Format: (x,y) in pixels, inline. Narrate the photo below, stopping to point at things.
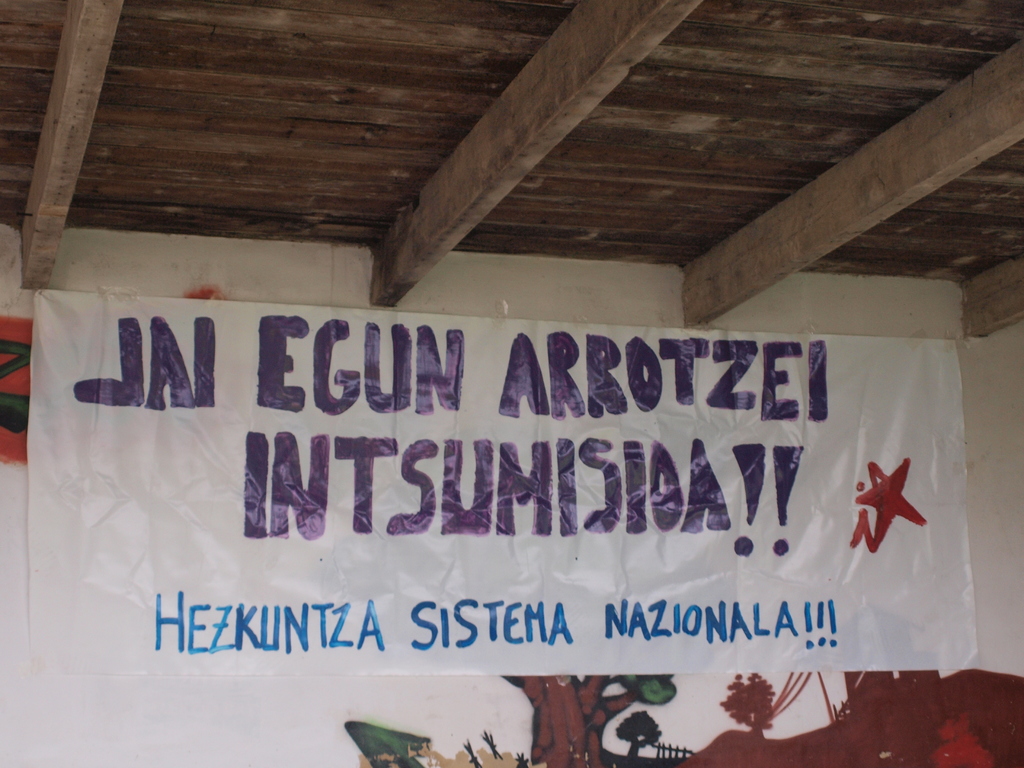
This is the picture of a building (1010,416). In this image there is a banner (914,350) on the wall (993,367) and there is a text (543,479) on the banner (594,523). There is a painting of tree (600,731) on the wall (497,724). At the top (669,66) there is a wooden roof (510,110).
